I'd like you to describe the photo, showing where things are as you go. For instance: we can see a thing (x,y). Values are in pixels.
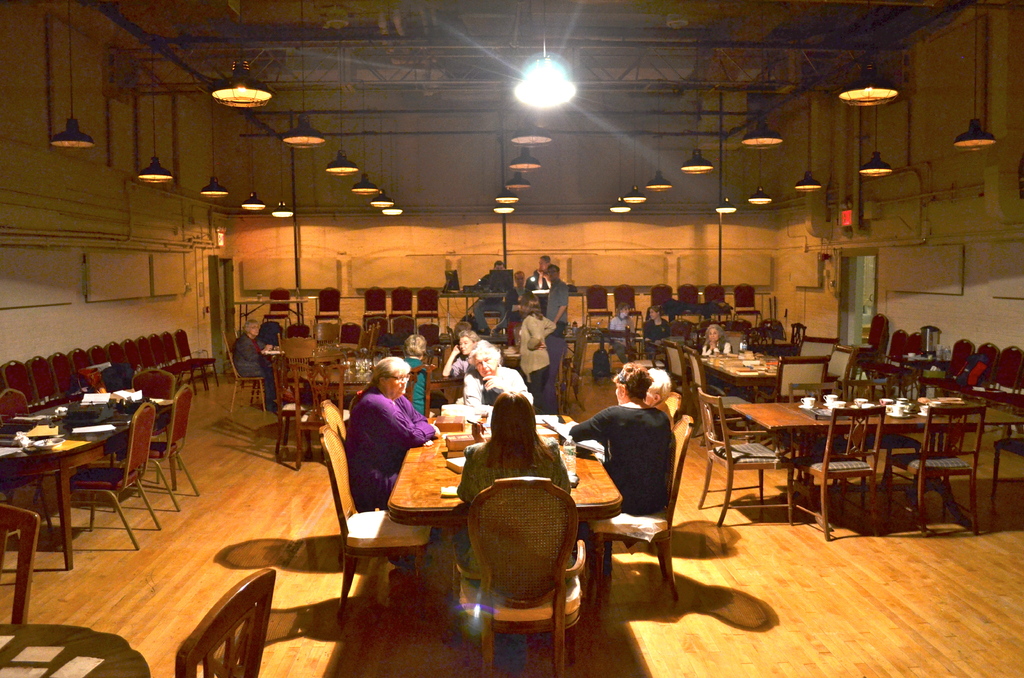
This picture we can see a group of people (648,492) sitting and some are standing in the dining hall (342,301). On the top (291,138) we can see hanging spot lights (231,81), Iron frame (791,62) and shed (482,32). On the bottom (857,640) we can see wooden flooring (821,618), Center we can see a dining table (401,475) and some people (470,462) sitting with papers (474,416) and books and discussing something.
